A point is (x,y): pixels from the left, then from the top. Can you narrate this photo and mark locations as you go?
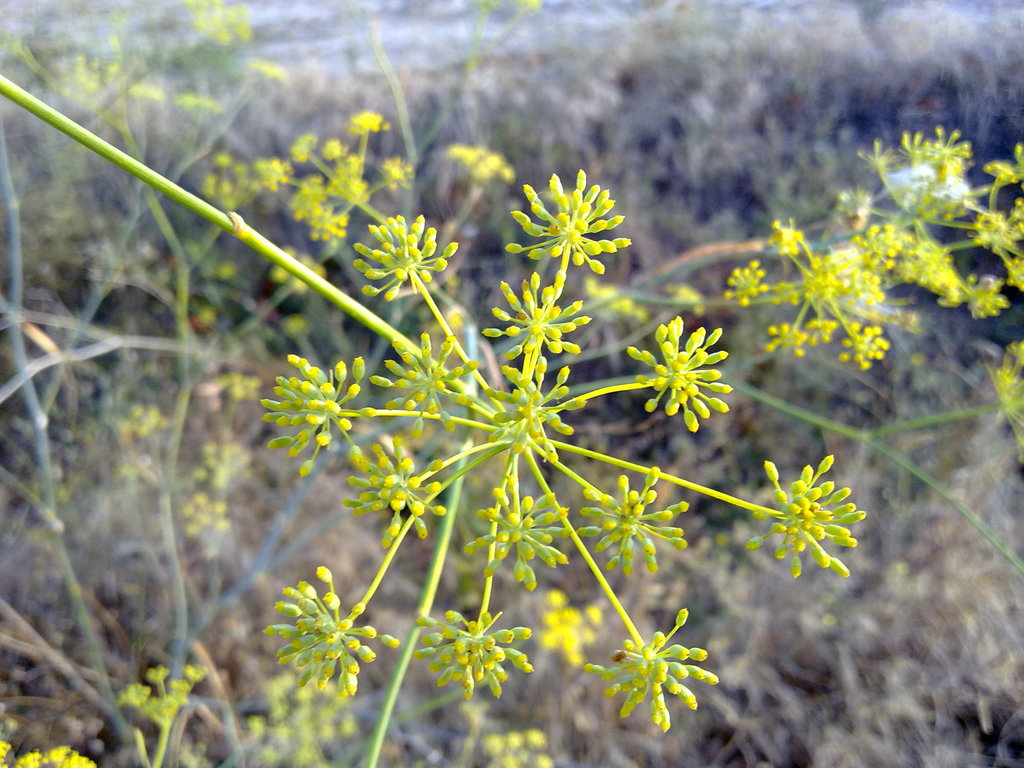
In this image there are plants (526,398) having flowers (613,300). Background (979,604) there are plants (845,612) on the land (746,672).
